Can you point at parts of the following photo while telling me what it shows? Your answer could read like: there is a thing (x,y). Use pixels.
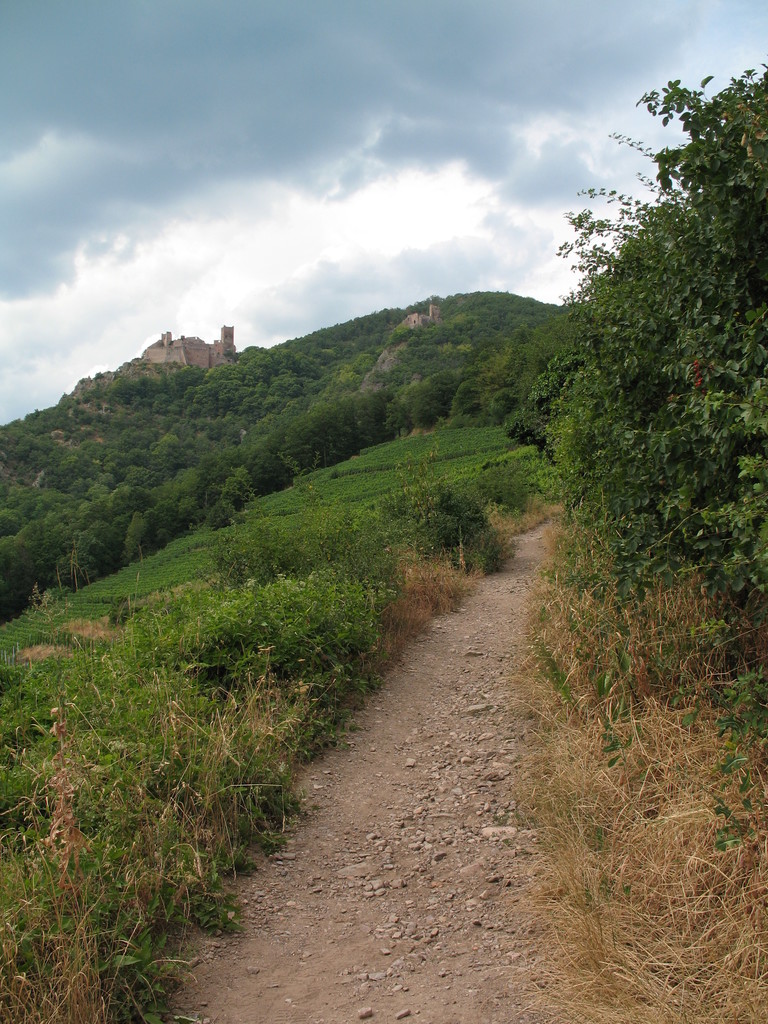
In this image in the middle (425,489), there are plants (541,580), trees (679,249), stones (472,650), land (378,802), hill (183,382) and fort (183,350). At the top (222,226) there is sky (227,180) and clouds (256,220).
